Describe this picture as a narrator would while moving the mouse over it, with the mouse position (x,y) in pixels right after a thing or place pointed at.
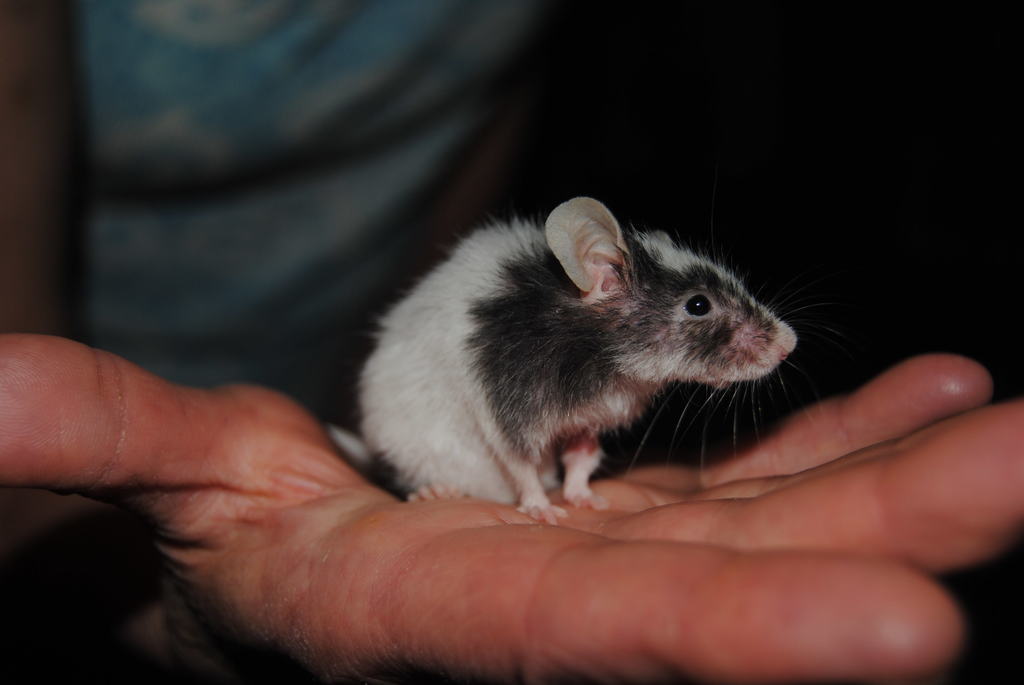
In this picture we can see a person's hand (545,536) in the front (741,532), there is a dark background (941,73), we can see a rat (736,338) in this hand (799,510).
